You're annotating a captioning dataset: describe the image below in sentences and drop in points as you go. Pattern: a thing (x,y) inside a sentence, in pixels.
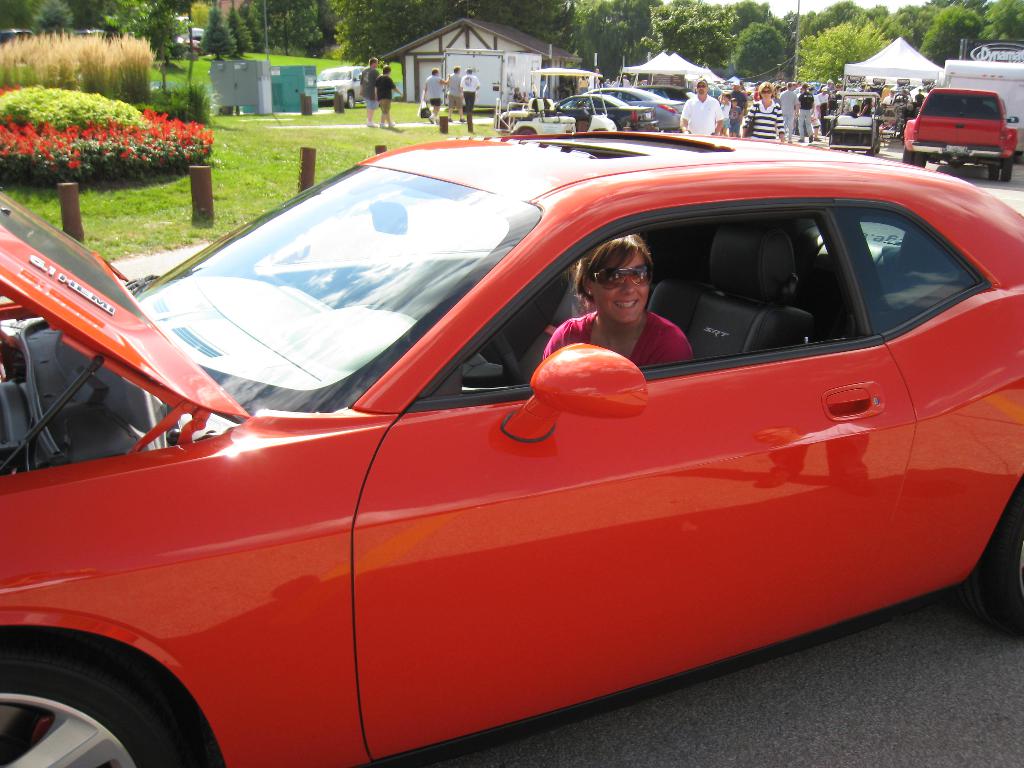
There is a red car (338,483). Inside the car (404,486) there is a lady (618,320) sitting and wearing a goggles (606,285). In the back (646,65) there are many people (700,85), vehicles (622,93), trees (352,45), tents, building (427,47), grass lawn (220,179), flowering plants (62,110) and small poles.
